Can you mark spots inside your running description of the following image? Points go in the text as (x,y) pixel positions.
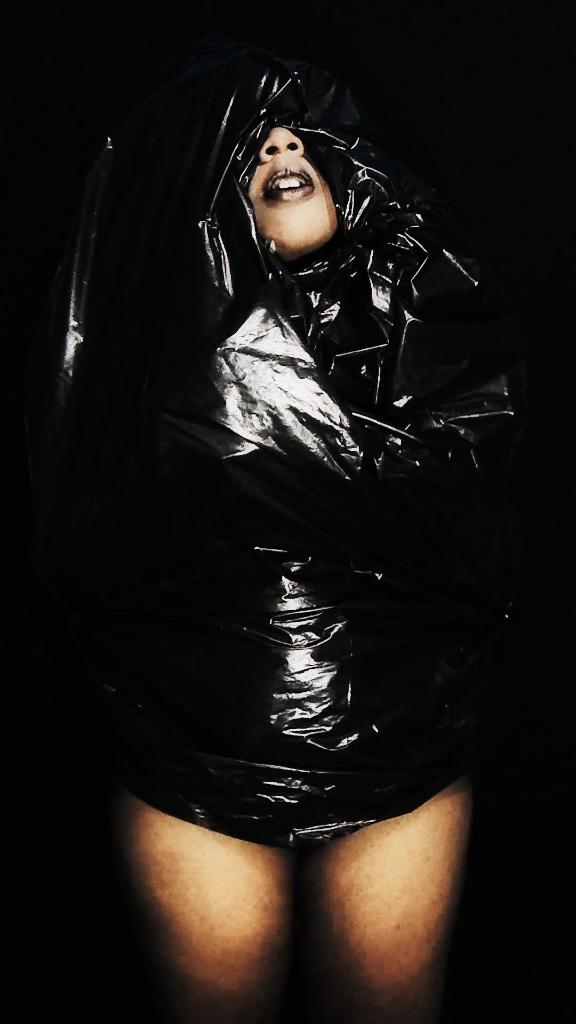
In this image we can see one person (289,234) covering with a plastic sheet (426,455).
